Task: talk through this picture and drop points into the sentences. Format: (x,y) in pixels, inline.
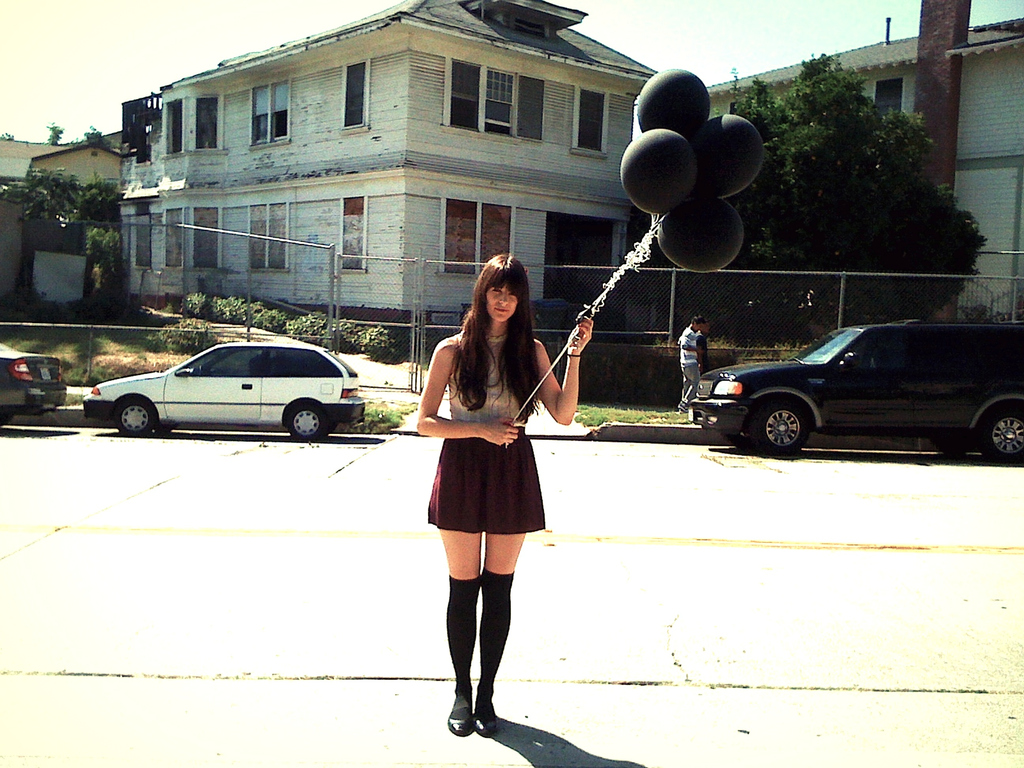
In this image we can see a few people (526,400), one woman (470,487) is holding balloons (680,90), there are cars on the road (557,547), there are plants (99,268), trees (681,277), there are houses (404,136), windows (578,121), fencing (569,288), also we can see the sky (697,70).
